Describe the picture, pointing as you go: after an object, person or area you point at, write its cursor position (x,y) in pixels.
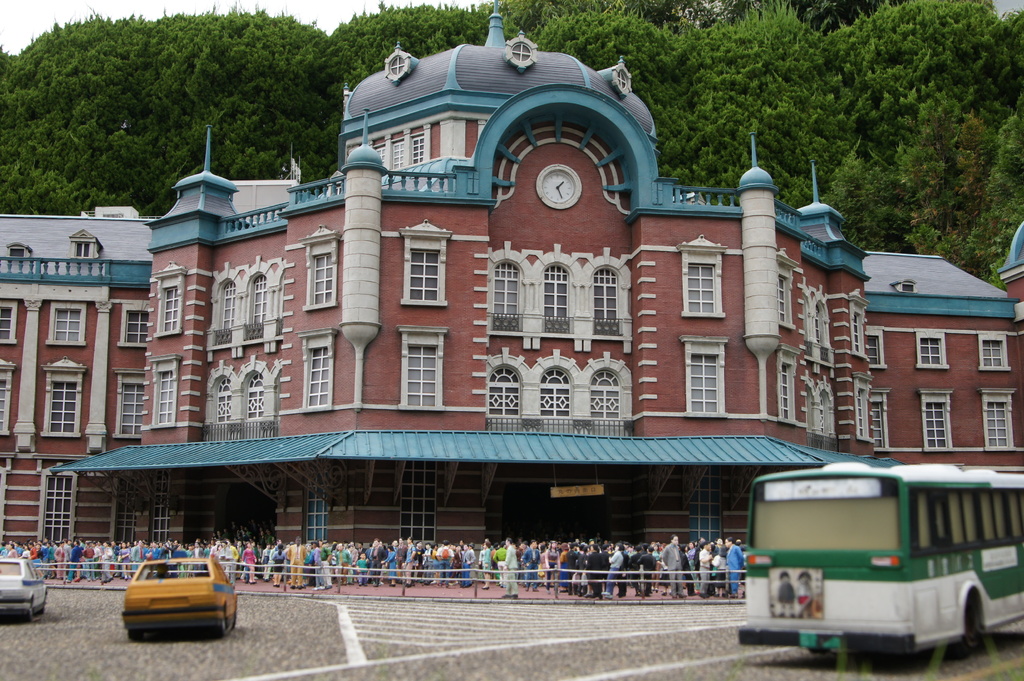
In the picture I can see the building (313,504) and glass windows (412,380). There is a clock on the wall (557,224) and it is in the middle of the image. In the foreground (768,583) I can see two cars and a bus (852,600) on the road (50,648). In the background (991,228), I can see the trees (264,102).
